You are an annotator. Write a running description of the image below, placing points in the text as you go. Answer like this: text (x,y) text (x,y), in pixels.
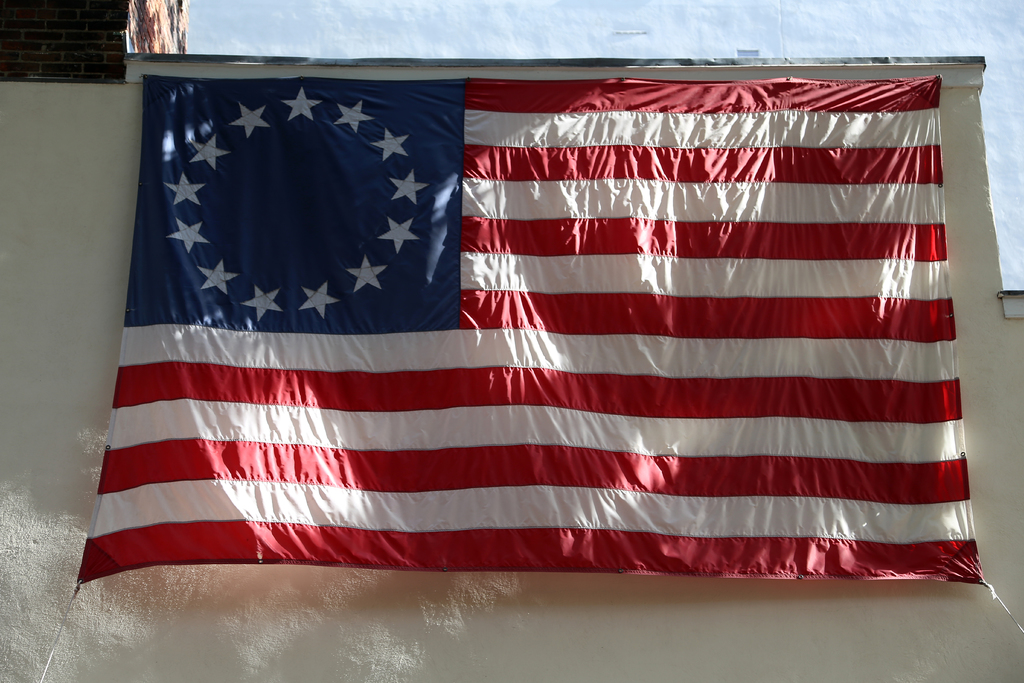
In this image I can see a flag (201,427) in red, blue and white color and the background (728,26) is in white color.
